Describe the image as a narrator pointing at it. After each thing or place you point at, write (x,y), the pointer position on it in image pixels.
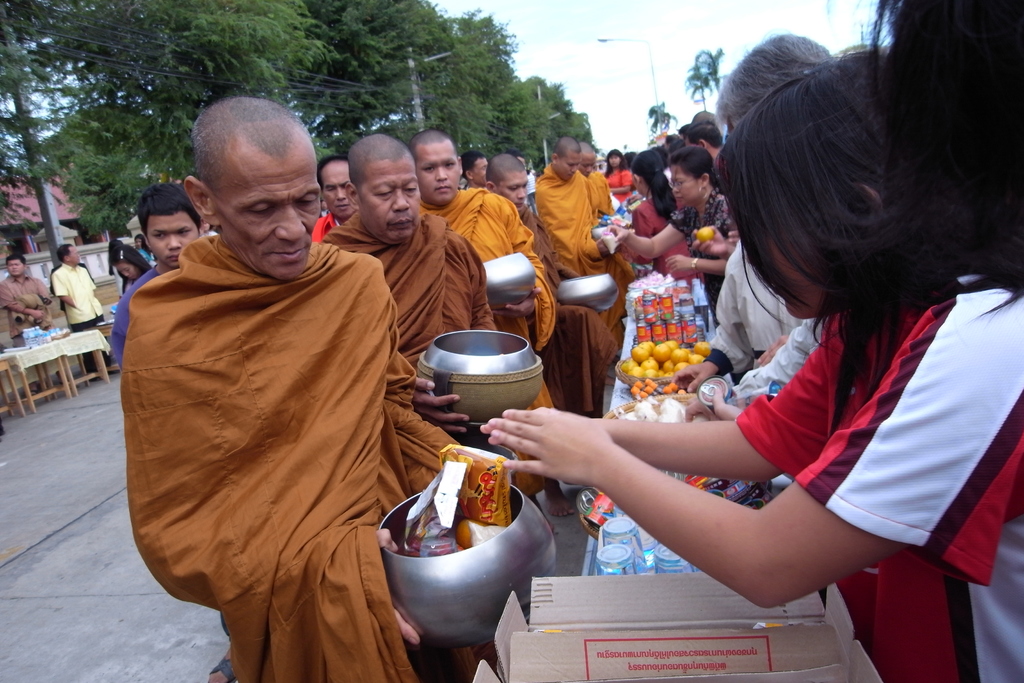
In the image we can see there are many people (375,256) wearing clothes (164,335). There is a table (96,364), on the table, we can see bottles (38,331), food items (664,363), cans (662,337) and other things (631,376). This is a container (455,575), box (643,633), road (103,594), electric wires (117,66), pole (421,99), light pole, trees (363,29) and a sky (753,13).
